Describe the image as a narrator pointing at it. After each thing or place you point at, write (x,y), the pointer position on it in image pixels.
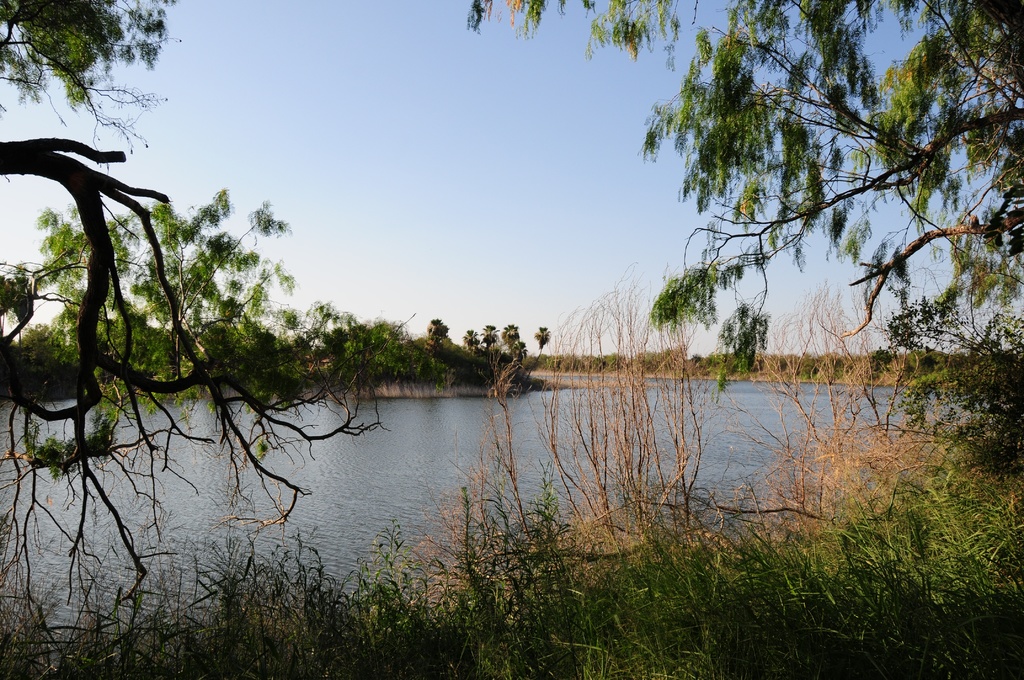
In this picture we can see water (412,417) and few trees (513,479).
